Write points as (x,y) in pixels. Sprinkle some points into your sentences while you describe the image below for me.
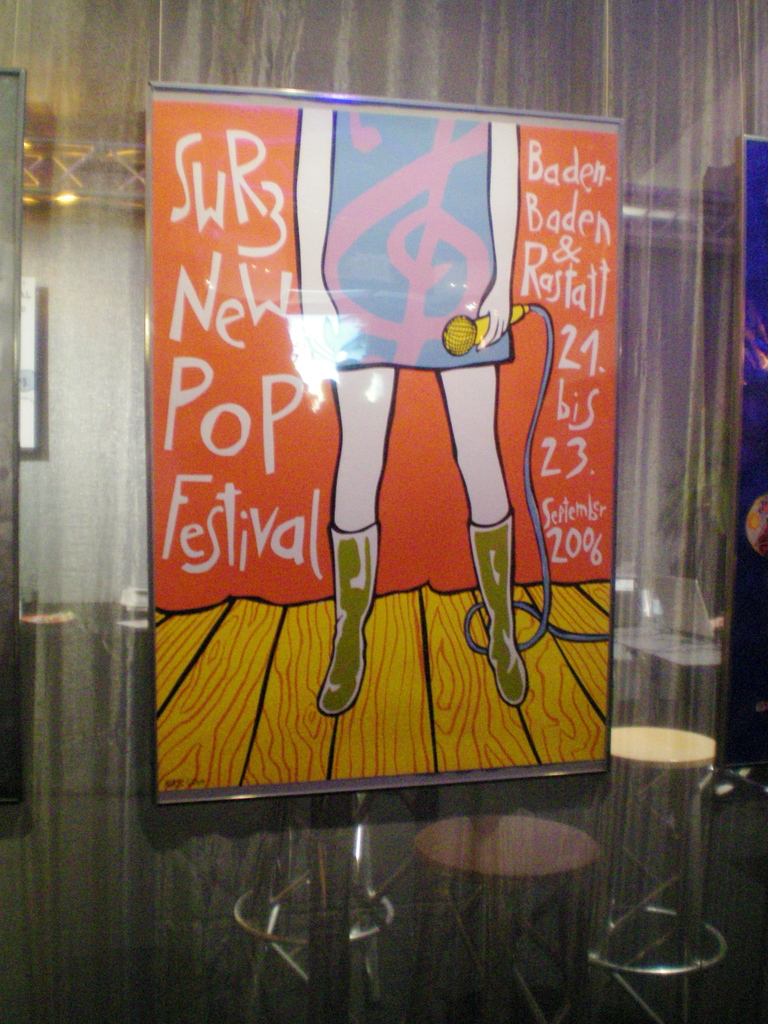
There is a photo frame (357,369) of an animated image. A person (515,691) is standing holding a mic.
